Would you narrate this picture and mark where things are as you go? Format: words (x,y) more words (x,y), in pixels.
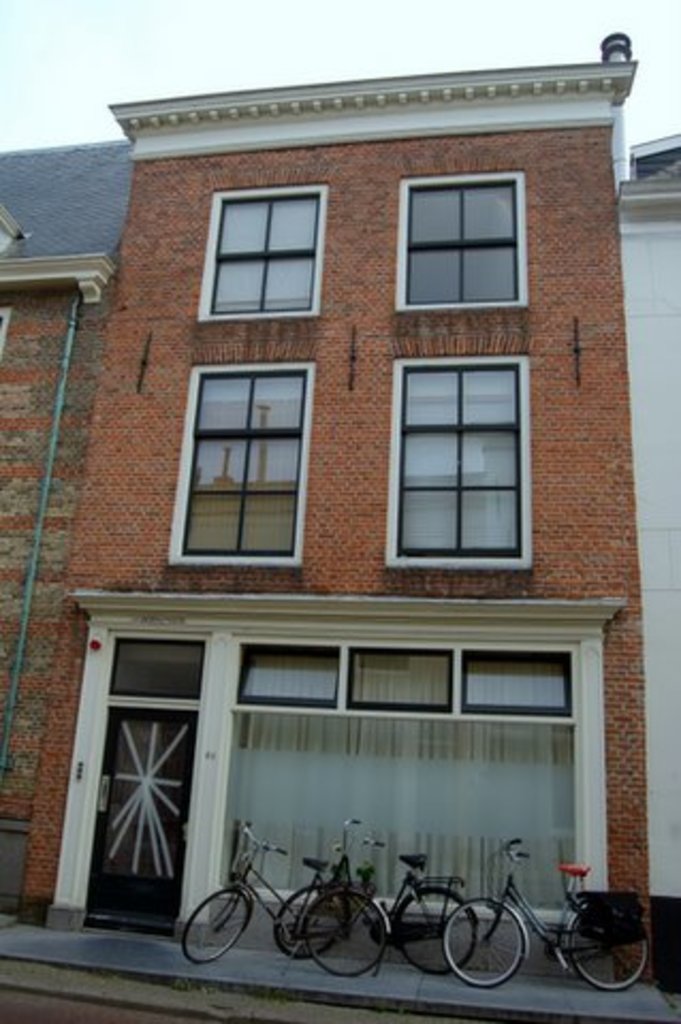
In this image we can see the building (294,677). And we can see the windows (233,505). And we can see the bicycles (559,947). And we can see the sky (140,73).
